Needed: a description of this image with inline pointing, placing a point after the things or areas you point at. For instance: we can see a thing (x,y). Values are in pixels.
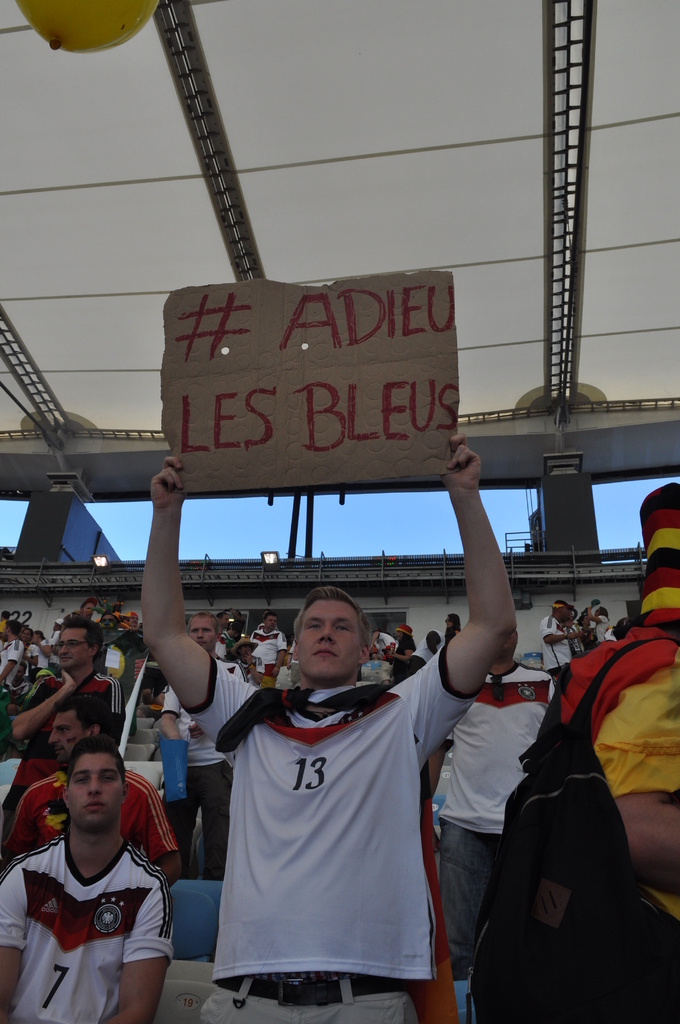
In the picture there is a man (311,853) holding a board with the text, we can see there are many people (135,895) standing, there may be lights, there are metal frames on the roof (327,94), there is a clear sky (522,542).
